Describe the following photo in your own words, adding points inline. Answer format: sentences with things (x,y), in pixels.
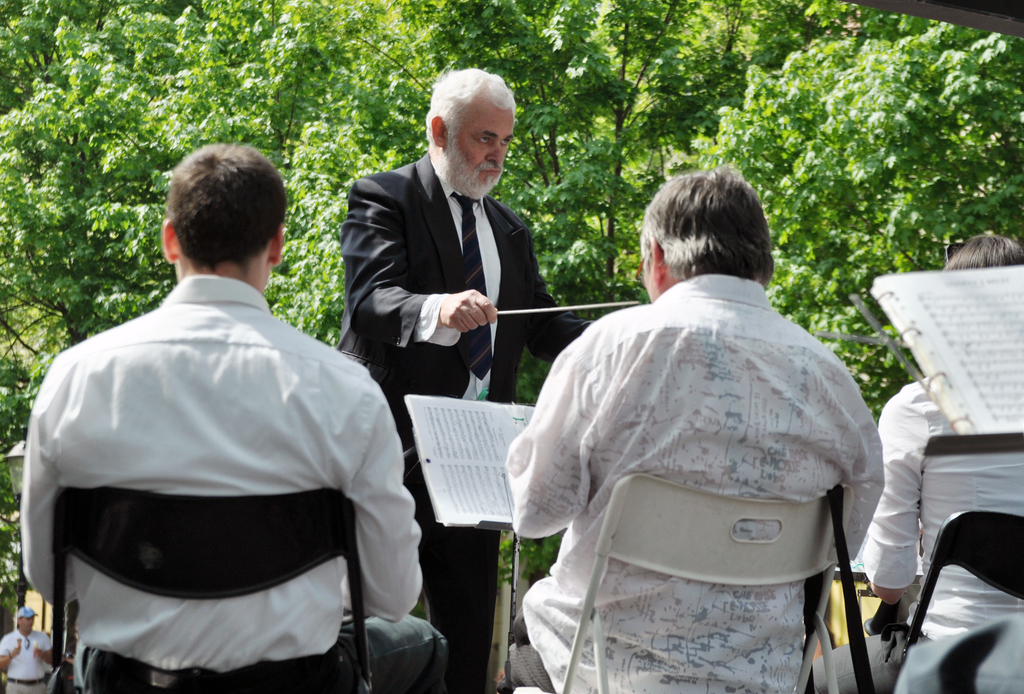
In this image people (898,532) sitting on chairs (965,535) in front of them there are books (416,441), in the background (444,309) there is a person (436,258) standing and there are trees (110,220).
